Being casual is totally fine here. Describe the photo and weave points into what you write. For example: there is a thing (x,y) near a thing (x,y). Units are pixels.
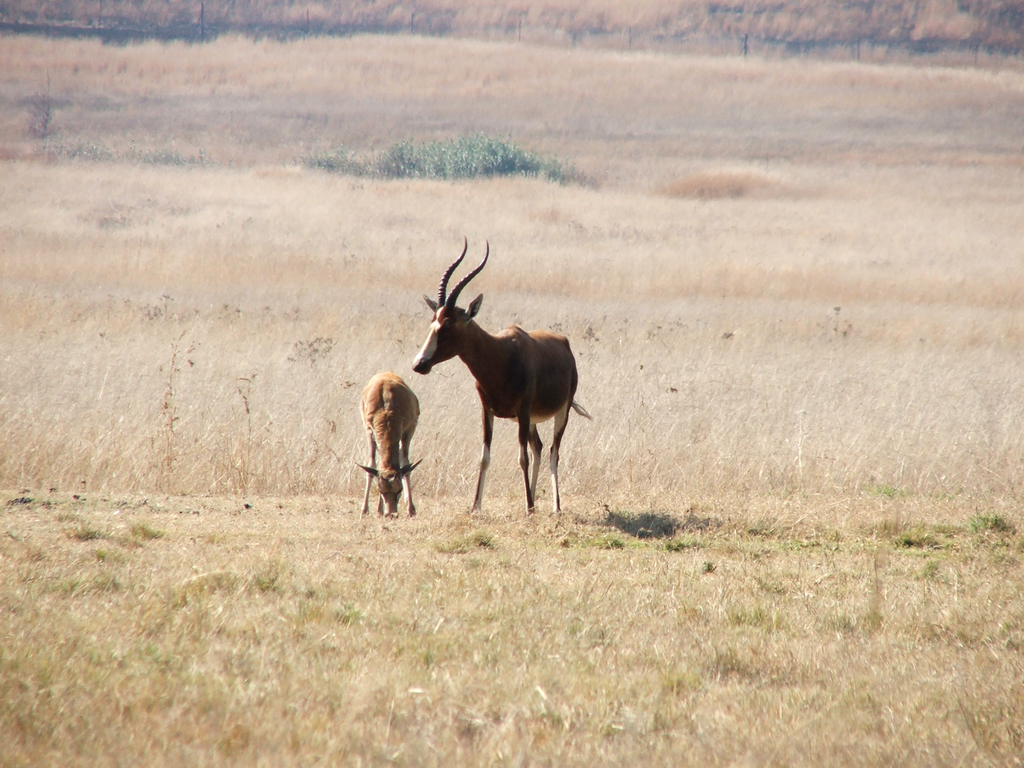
In this image there is a grass (388,285) and animals (544,393). Land (361,458) is covered with dried grass (498,533).
